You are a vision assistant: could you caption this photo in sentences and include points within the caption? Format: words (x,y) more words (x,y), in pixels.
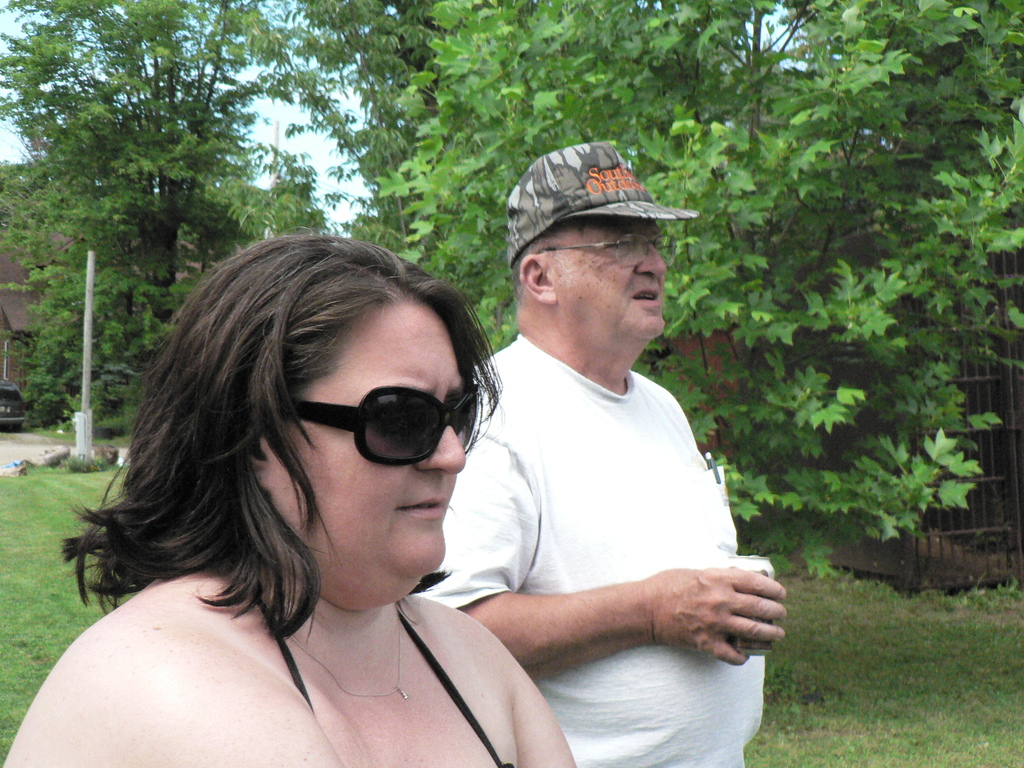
In the image we can see there are people (662,639) standing and the woman (432,456) is wearing sunglasses (403,435) and the man (569,192) is wearing cap (587,189). He is holding the juice can (766,563) and the ground (776,647) is covered with grass (867,689). Behind there are lot of trees (90,198).
